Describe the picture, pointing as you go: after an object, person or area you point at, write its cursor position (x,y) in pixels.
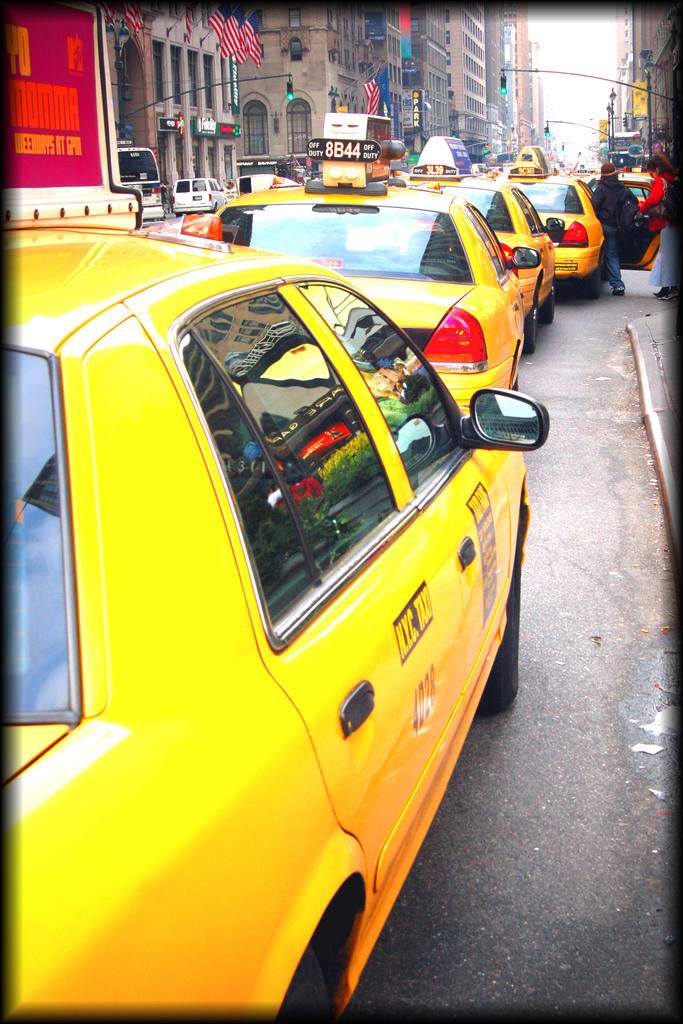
In this image I can see the road (586,791) and few cars (322,554) which are yellow in color on the road (613,790). I can see few persons (602,214), few other vehicles (155,196), few poles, few boards (53,115), few flags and few buildings (209,104) on both sides of the road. In the background (582,99) I can see the sky (592,99).
